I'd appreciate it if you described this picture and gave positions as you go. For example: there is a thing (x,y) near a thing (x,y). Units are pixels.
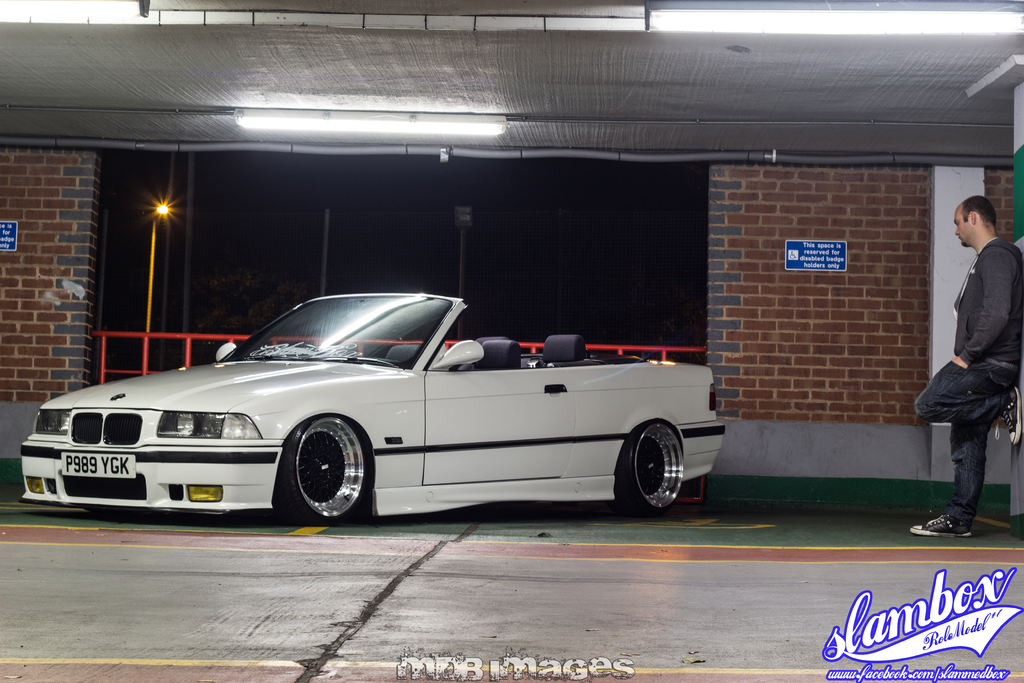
In this image we can see a car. There are few lights (394,127) in the image. There is a person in the image. There is some text (937,632) at the bottom of the image (907,624). There are few objects (808,252) on the wall (780,263) in the image.
